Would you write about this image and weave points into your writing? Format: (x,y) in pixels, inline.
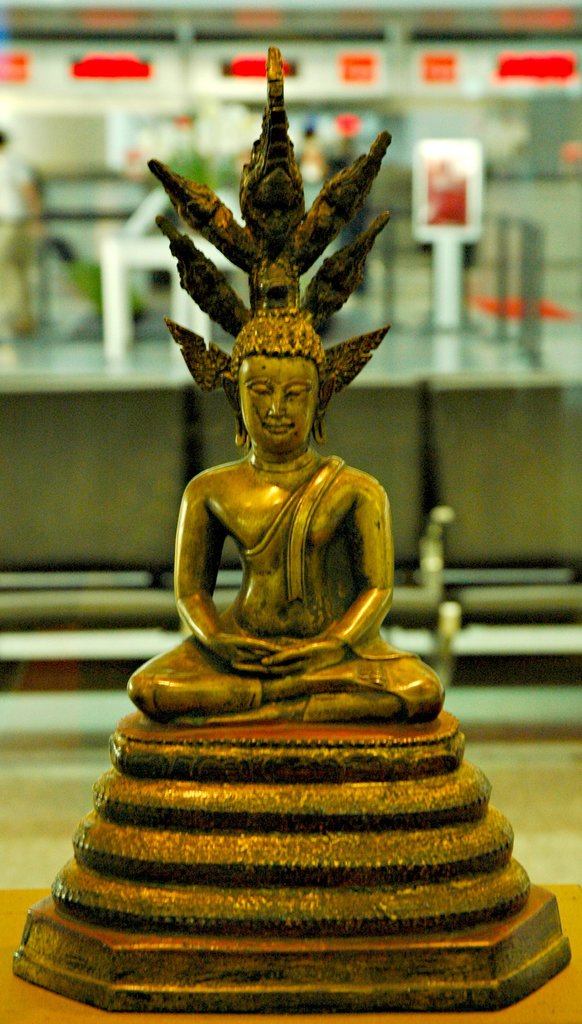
In this image there is a small statue (269,630) in the middle (325,517).
